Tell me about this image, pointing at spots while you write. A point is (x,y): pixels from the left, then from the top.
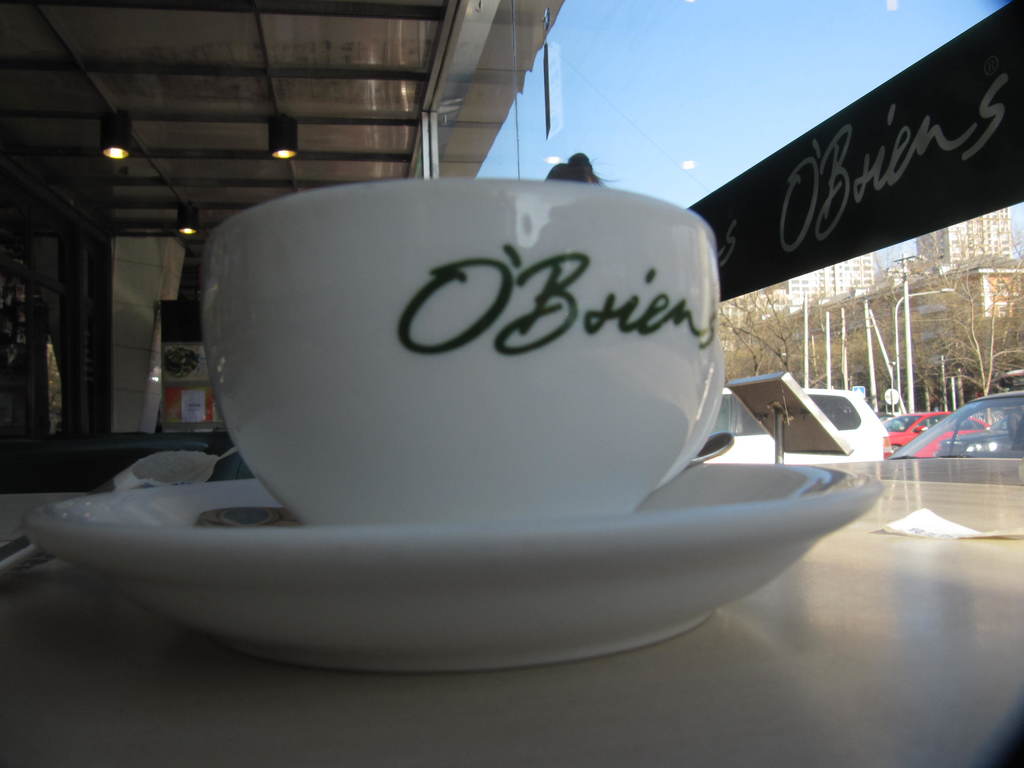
In the middle of this image (638,356), there is a text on a white color cup (394,365). This cup (638,343) is on a white color saucer (806,534). This saucer (134,529) is on a table (901,582), on which there are other objects (1005,537). Beside this table (974,573), there is a glass window (572,77). In the background (290,136), there are three lights (272,131) attached to a roof (395,108) and there are other objects (143,261). Through this glass window (845,259), we can see there are vehicles (1006,405), poles (943,291), trees (758,345), buildings (999,290) and sky (765,40).
